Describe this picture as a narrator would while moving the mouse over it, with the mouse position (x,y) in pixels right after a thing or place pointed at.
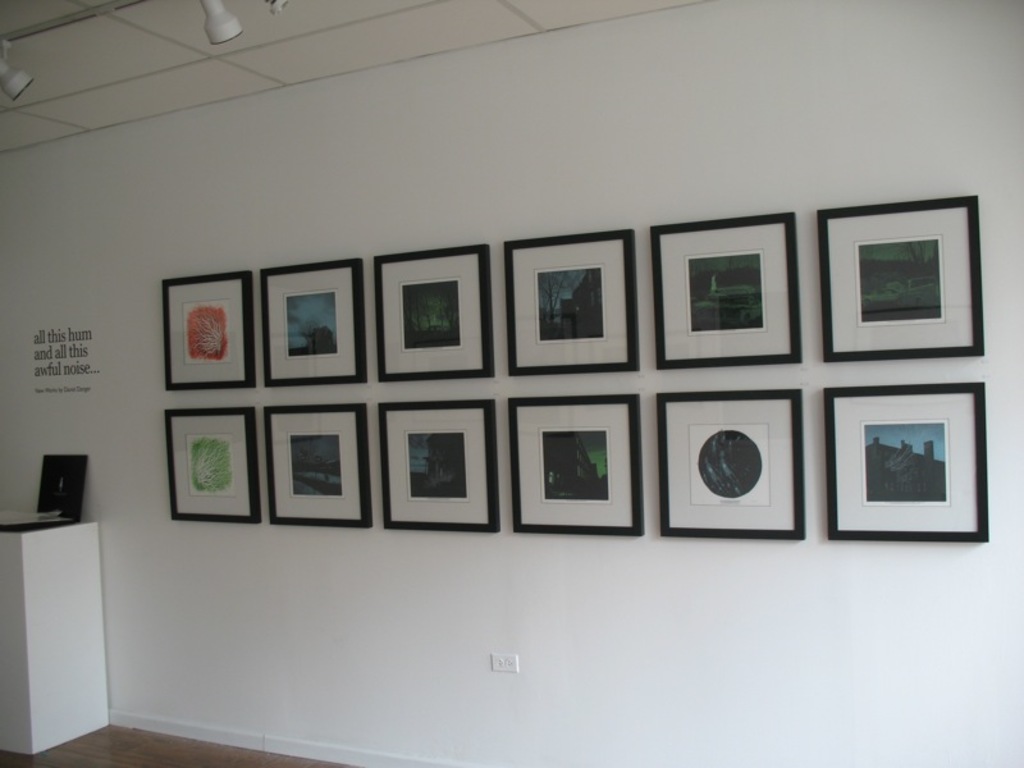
There are photo frames (617,321) in 2 rows on a white wall (40,482). There is a laptop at the left (24,513) and something is written at the left side of the wall (35,279). There are lights (17,85) on the top (279,4).
